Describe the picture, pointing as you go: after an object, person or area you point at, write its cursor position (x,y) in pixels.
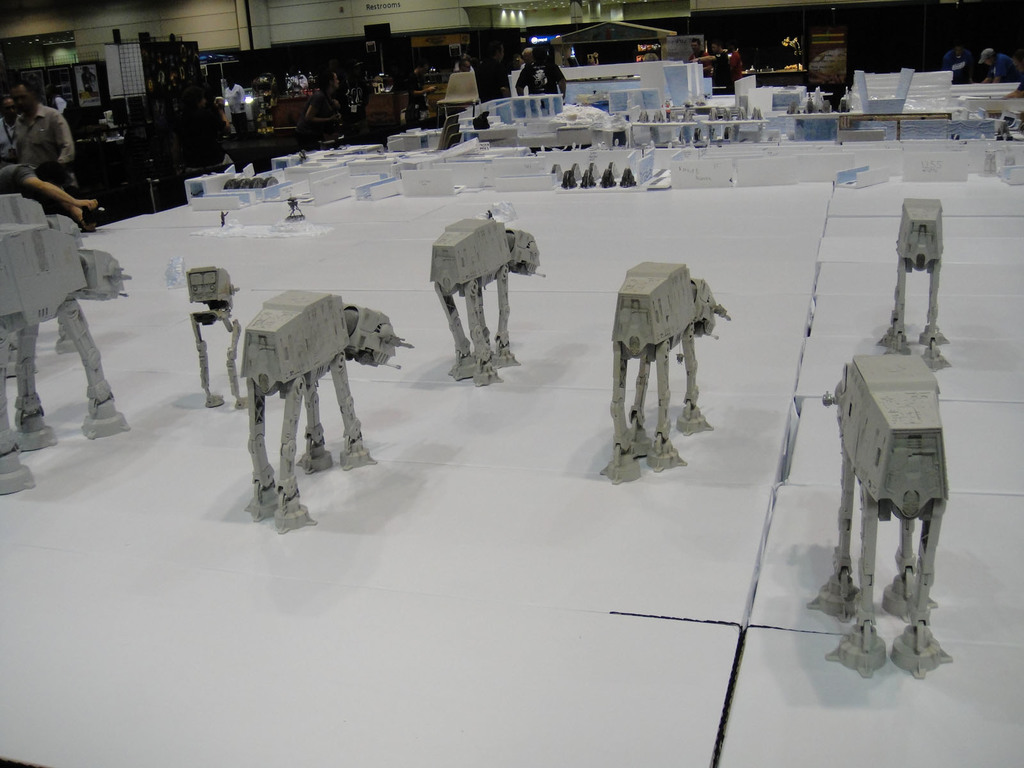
In this picture, we see some statues (65,239) which look like robots (268,362). In front of that, there are name boards (821,170) or white color boards (344,174) with some text (699,173) written on it. Beside that, we see plastic boxes (801,104) in white color. In the background (220,128), we see people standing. Behind them, we see a building (274,31) in white color. At the bottom of the picture (497,667), we see a table (707,675) which is covered with white color cloth (655,592).
